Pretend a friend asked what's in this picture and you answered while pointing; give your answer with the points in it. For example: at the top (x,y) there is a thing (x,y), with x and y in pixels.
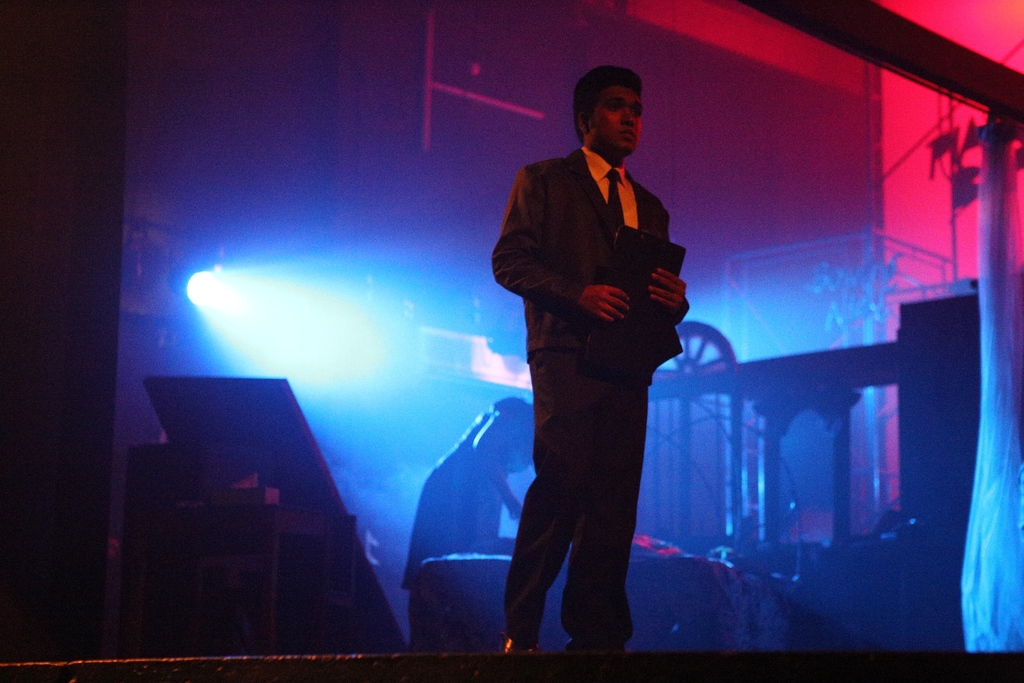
This person (556,300) wore a suit (556,289) and holding an object (631,284). Background (210,283) there are focusing lights (276,302) and person (501,434).
